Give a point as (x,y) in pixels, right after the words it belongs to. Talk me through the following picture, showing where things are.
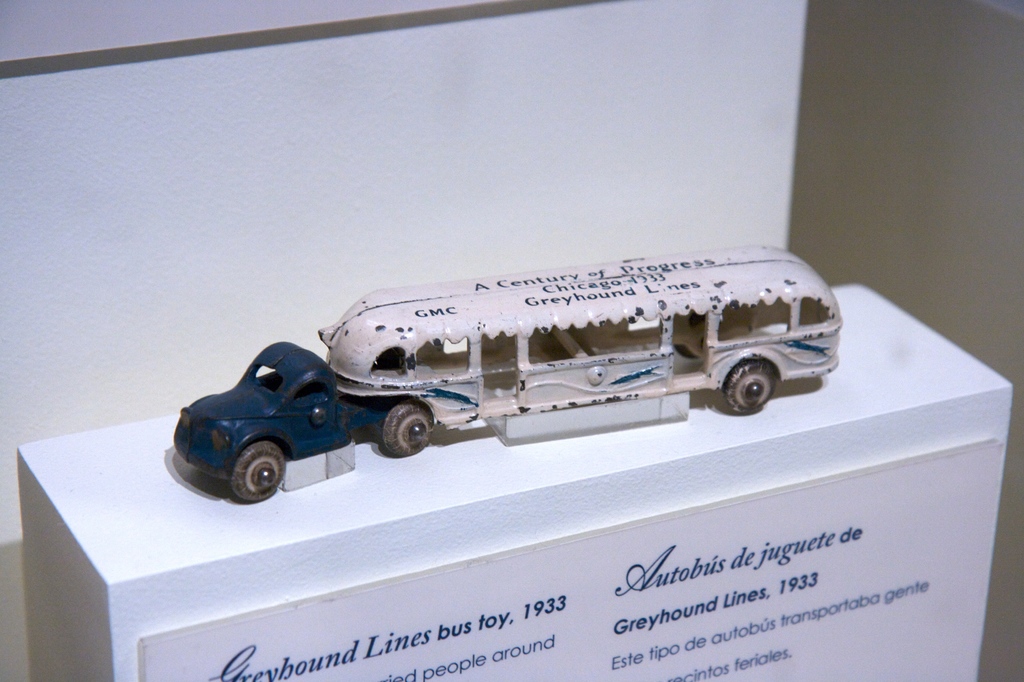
In this image I can see a white colour thing (97,664) and on it I can see a toy vehicle (737,390). On the bottom side of this image (700,541) I can see a white colour board (515,591) and on it I can see something is written.
